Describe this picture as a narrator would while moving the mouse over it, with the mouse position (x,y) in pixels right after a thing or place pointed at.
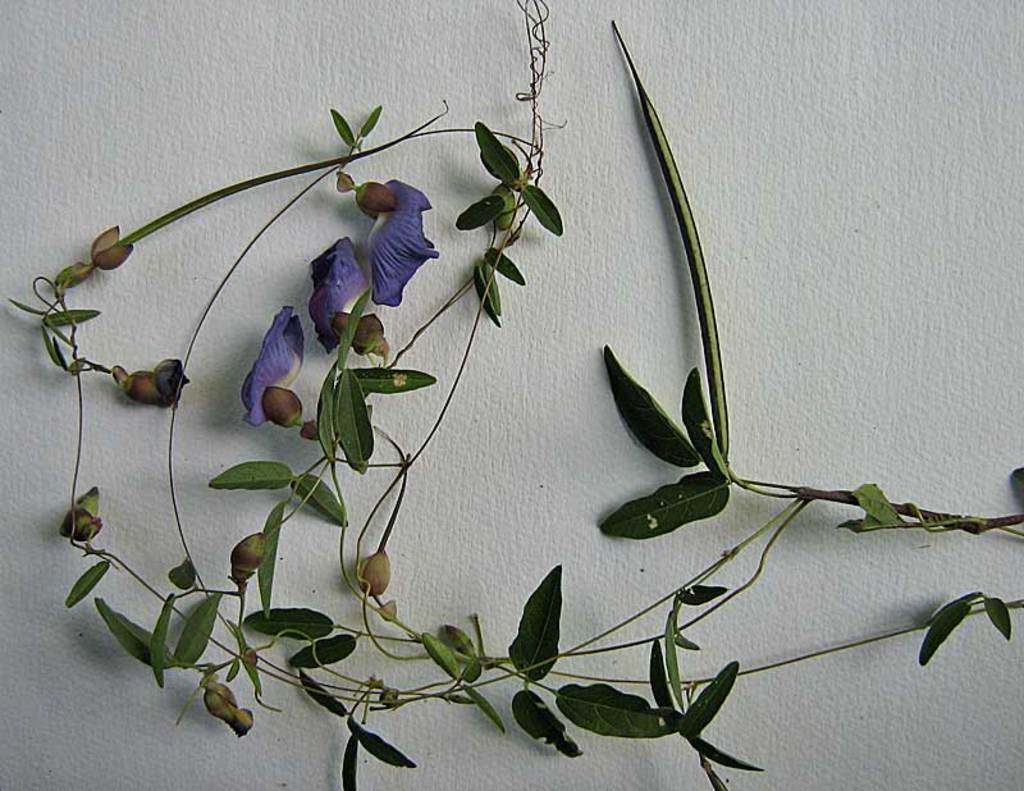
In this picture we can see leaves (333,507) and flowers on the wall (162,498).
